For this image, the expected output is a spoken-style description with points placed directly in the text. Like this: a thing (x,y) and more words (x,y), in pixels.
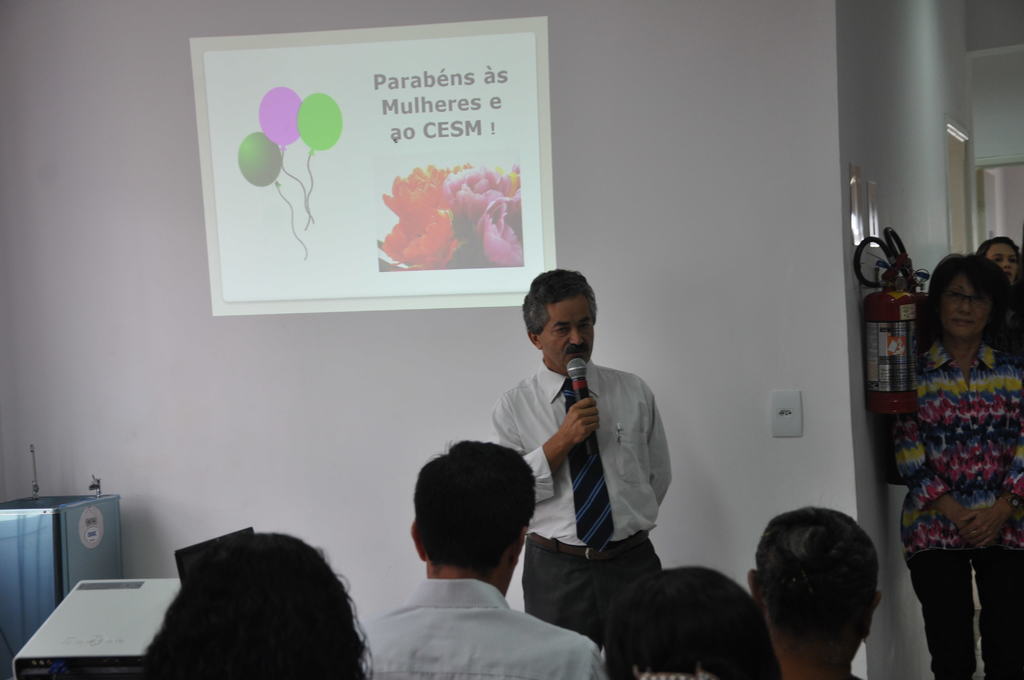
The picture is clicked inside a room (777,319). There are few people (560,585) inside the room (821,446). In the background (423,108) there on a screen (218,212) there is a image (438,228) of balloons (288,138) and flowers (466,199). A person (548,285) is talking something. He is holding a mic (580,371). In the right (969,415) there is a lady (948,336). On the wall (852,379) there is fire extinguisher (882,366). In the left (73,576) there are two machines (70,558). In the foreground (231,658) few people (286,623) are there.
